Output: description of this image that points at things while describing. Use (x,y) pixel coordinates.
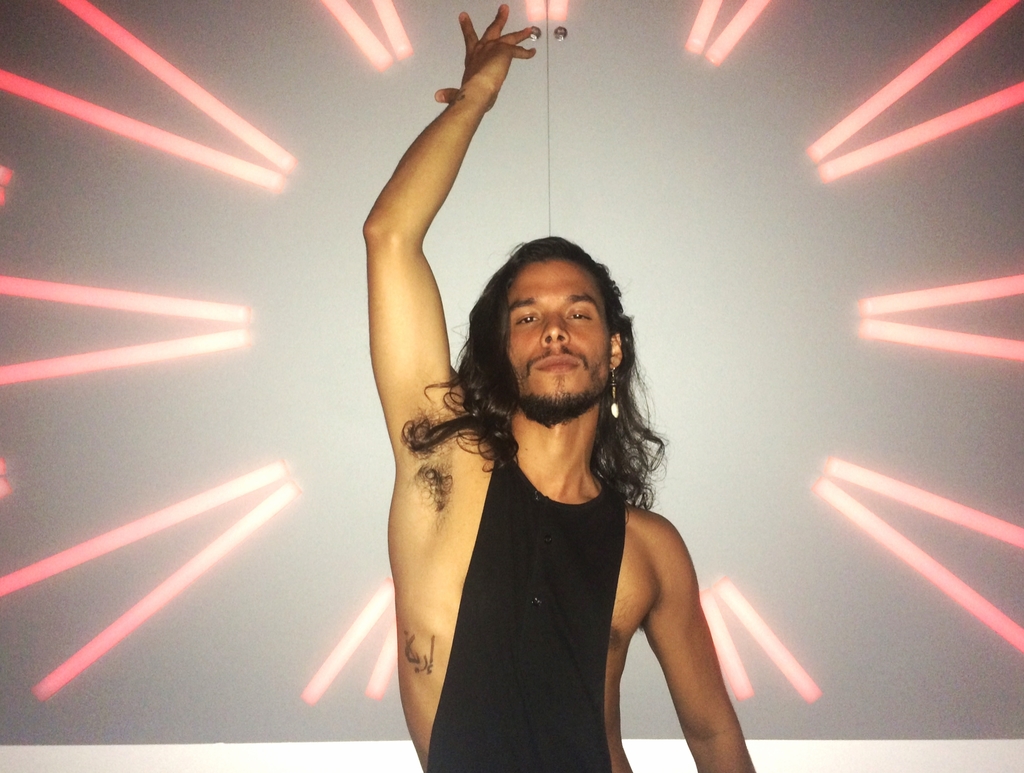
In this picture we can see white background (981,167) and the lights (929,128). We can see a man (643,429) in a black attire (445,770) and he is giving a pose.
